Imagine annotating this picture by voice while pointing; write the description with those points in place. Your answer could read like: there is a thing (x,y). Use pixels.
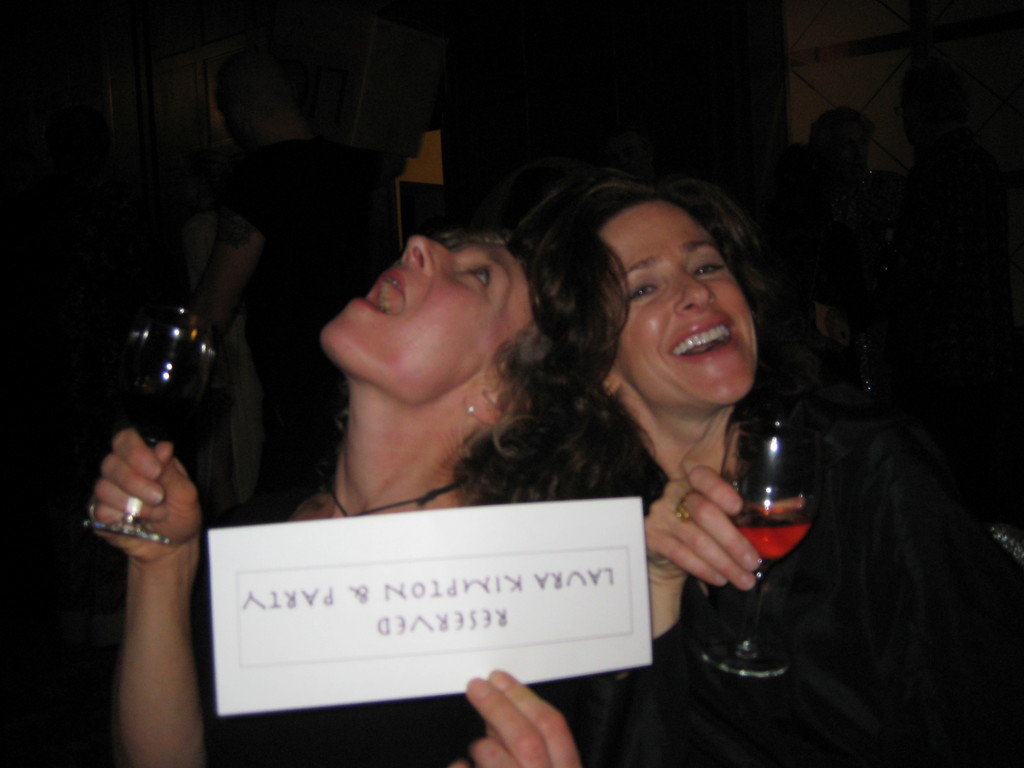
In the picture we can see two women (404,432) are holding a glasses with wine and one woman (399,418) is also holding a paper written in that has reserved laura kimpton and party. and in the background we can see some people (282,318) are standing in the dark and wall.
